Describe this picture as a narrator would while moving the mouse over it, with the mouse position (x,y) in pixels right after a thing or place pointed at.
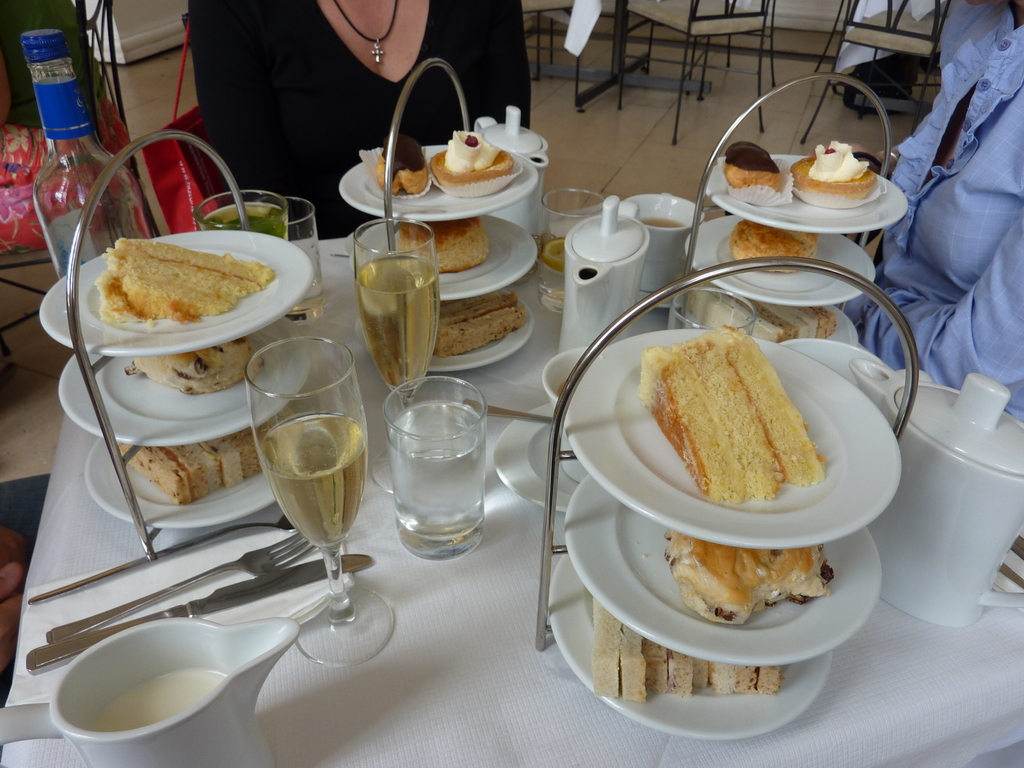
On the table (530,751) we can see many white plates (671,506), stand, wine glasses (340,586), water glass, fork (267,558), spoon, knife (198,613), teacup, milk (182,698), tissue paper (299,606), jar (979,491), cake (742,380), biscuit (727,596), cookies (187,371), bread (730,681), cream (842,151) and other objects (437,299). On the top right (990,59) there is a man (915,207) who is wearing shirt (1002,79). Here we can see a woman (312,82) who is wearing black dress (322,91), sitting near to the table (307,325). On the top (874,45) we can see many chairs (870,41) near to the wall (835,12). On the top left corner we can see red plastic covers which is kept on the chair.
